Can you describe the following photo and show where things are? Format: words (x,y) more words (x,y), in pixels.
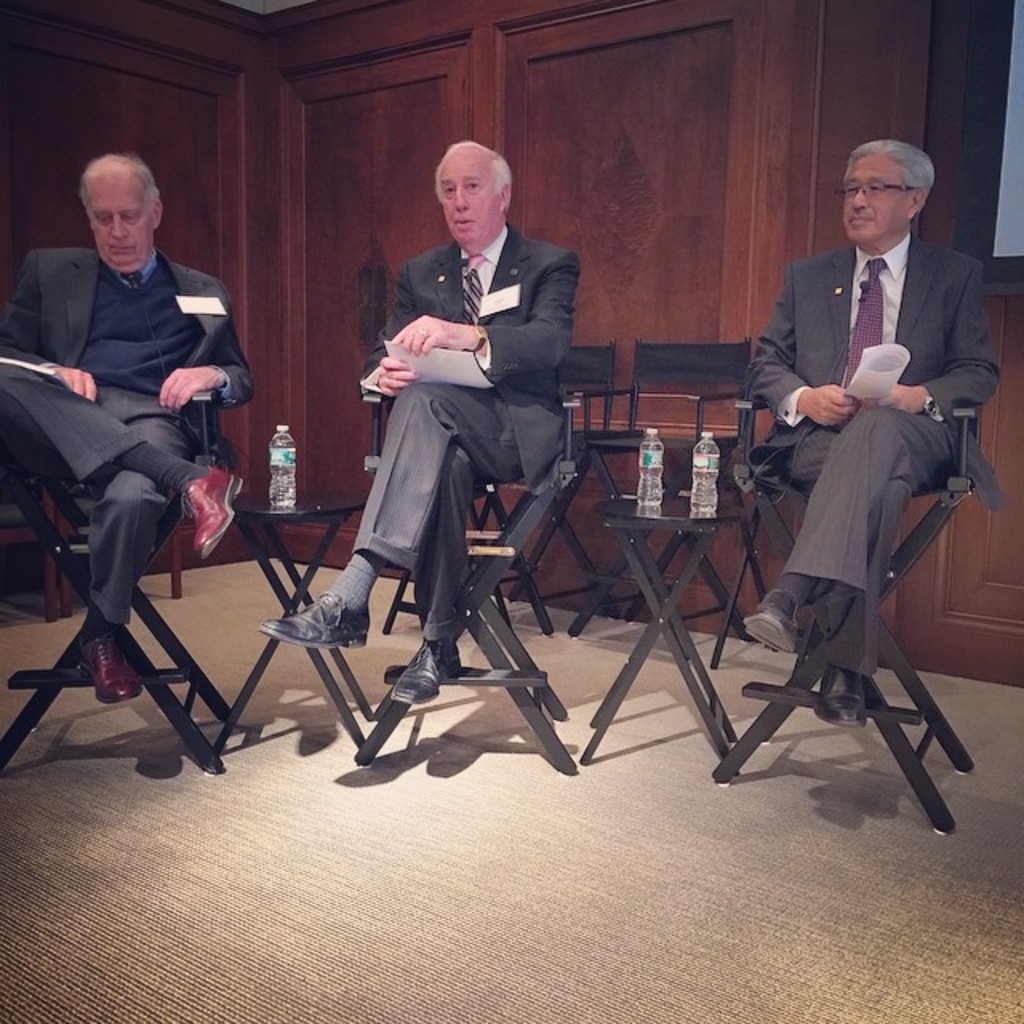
This three persons (168,390) are sitting on chair (376,403) and holding papers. In-between of them there are tables (347,515), on this tables (701,532) there are bottles (716,475). This three men (910,381) wore suit (511,334) and shoes (109,685).
